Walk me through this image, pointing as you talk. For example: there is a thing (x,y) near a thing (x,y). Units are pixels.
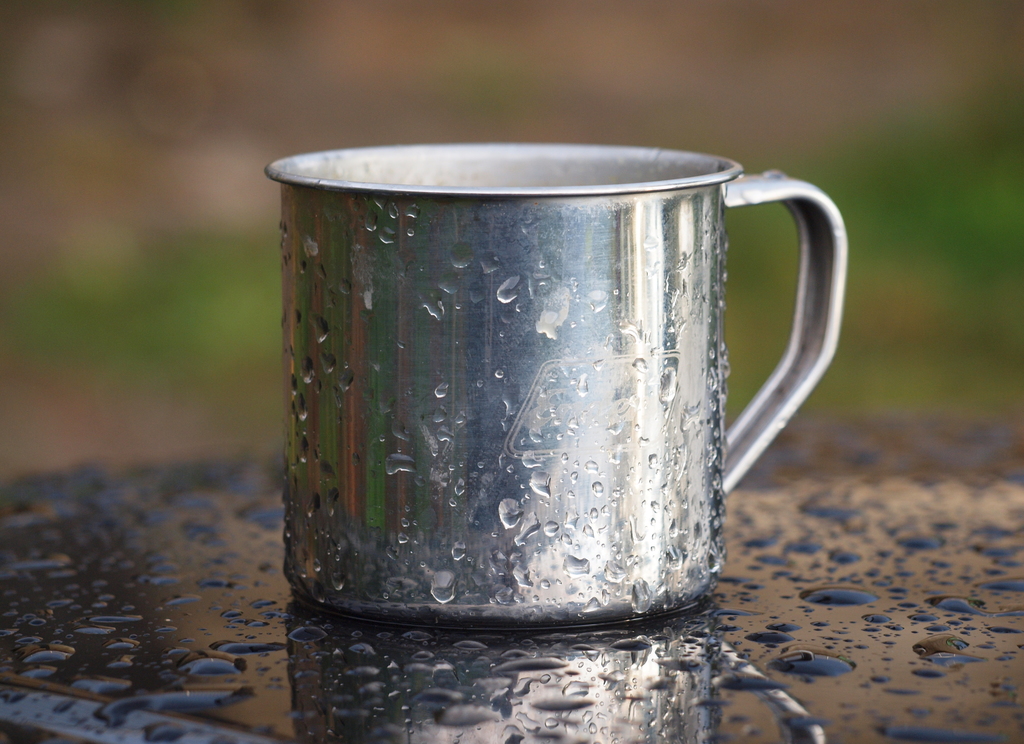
In the image we can see there is a mug (614,348) kept on the table (465,687) and there are water droplets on it.
